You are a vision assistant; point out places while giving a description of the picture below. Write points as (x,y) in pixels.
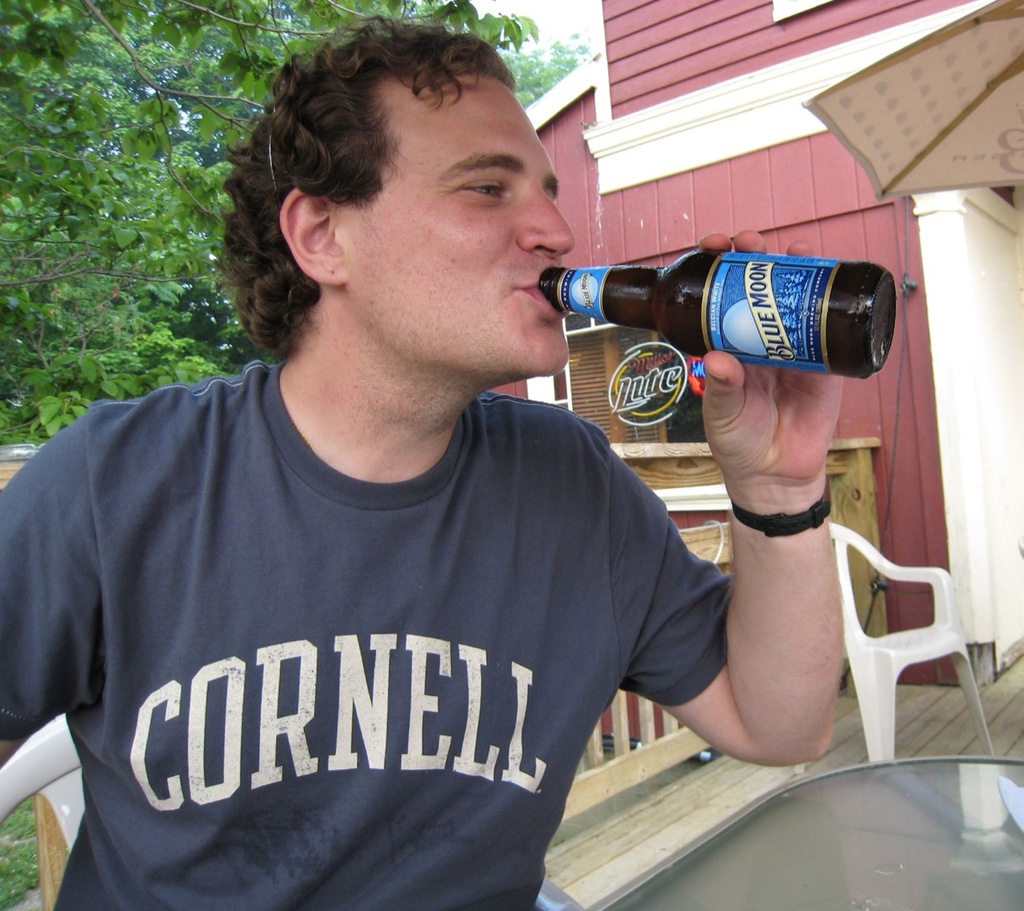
In this picture there is a man (325,597) sitting on the chair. And is drinking from bottle (630,280). There is a tree (549,78) and a building (917,199) at the background (730,168).
